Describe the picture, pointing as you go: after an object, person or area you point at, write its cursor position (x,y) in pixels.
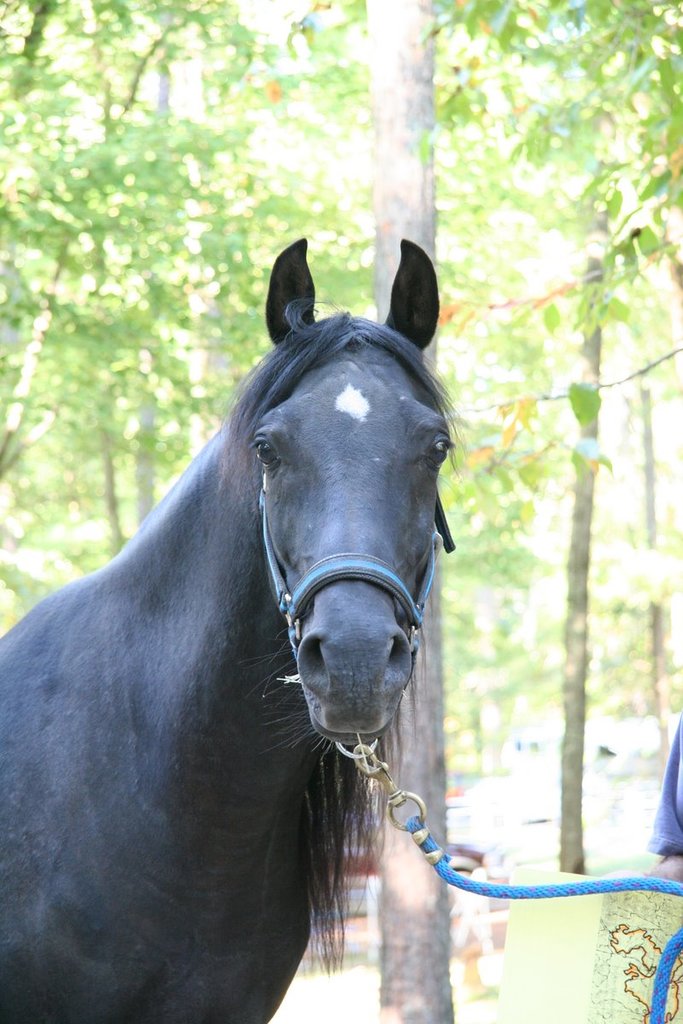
There is a black horse (167,903) and there is a blue rope (645,889). There are trees (441,884) at the back (408,881).
